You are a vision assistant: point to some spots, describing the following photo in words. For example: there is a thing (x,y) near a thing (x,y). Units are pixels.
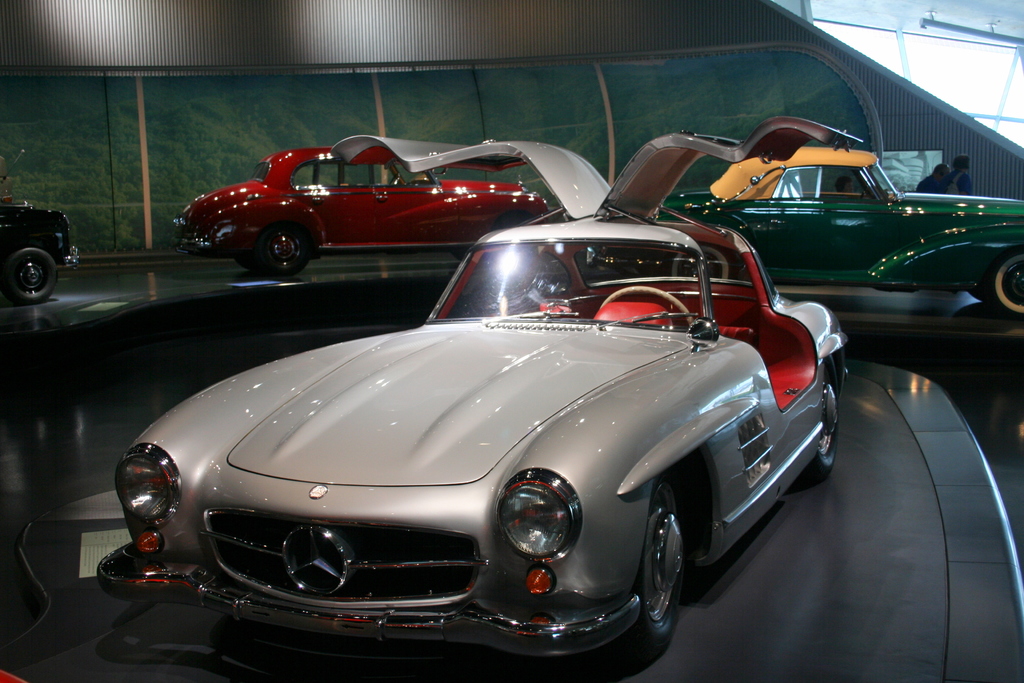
In the picture I can see the antique cars (552,195) of different colors. I can see two persons (932,184) and glass windows (966,78) on the top right side (907,61).
